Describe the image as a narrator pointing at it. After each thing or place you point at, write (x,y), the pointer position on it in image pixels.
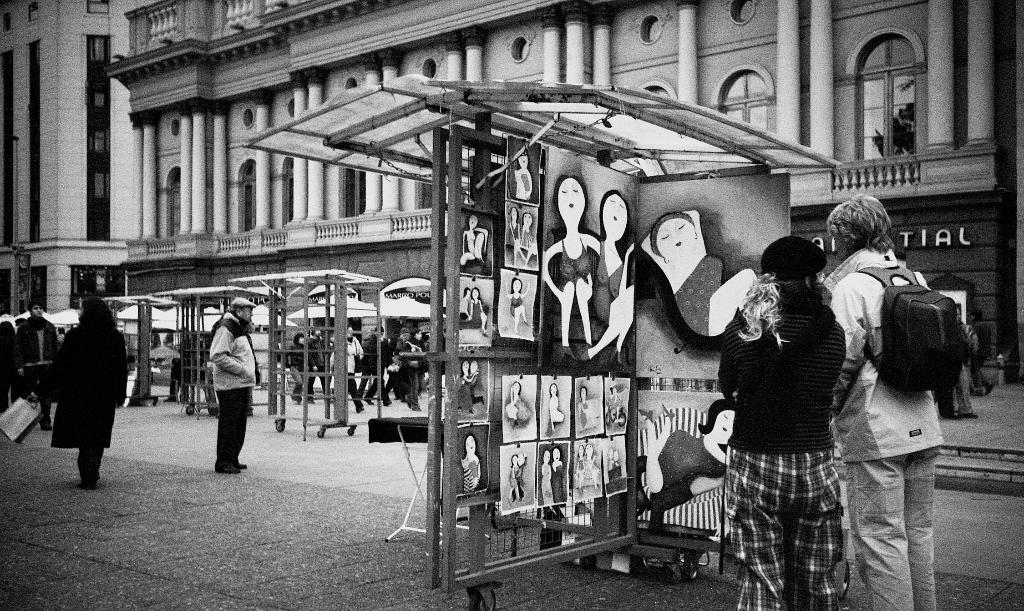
This is a black and white image where we can see there is a building (689,30) in-front of that there are so many people (108,335), also there are some tents (630,434) with paintings (579,489) inside the tent (589,504) there are people (825,531) standing.
